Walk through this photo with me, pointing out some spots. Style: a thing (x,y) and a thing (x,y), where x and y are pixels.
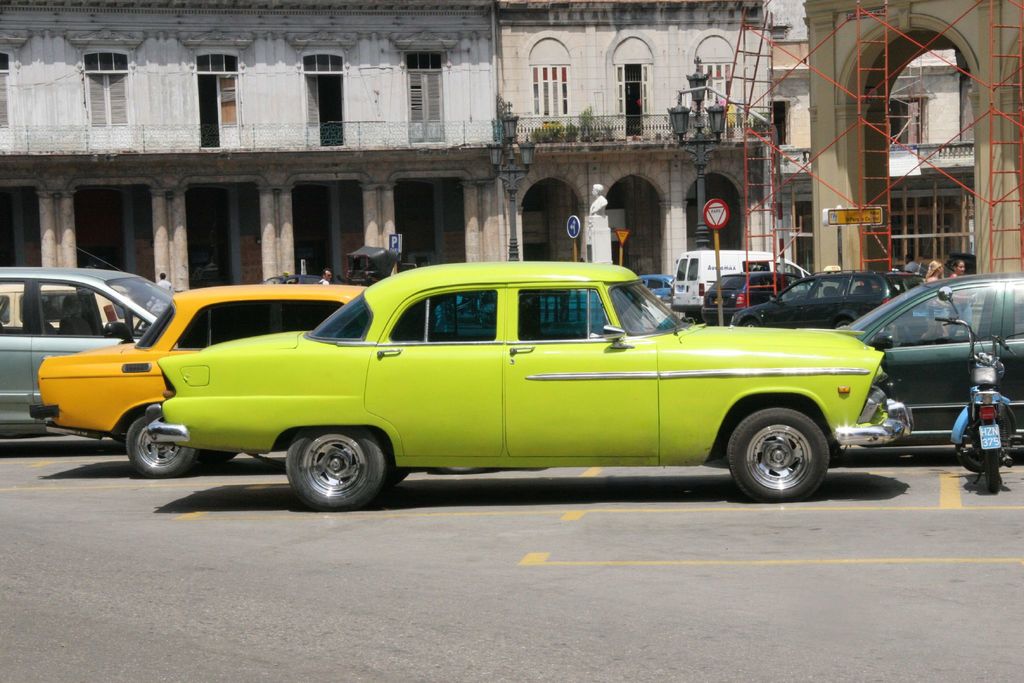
In the picture I can see the green color car (383,443), yellow color car (265,307) and a few more cars (72,343) are parked on the road (391,606). Here I can see a motorbike (982,451) on the right side of the image (998,455), I can see boards (622,234), light poles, people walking on the road (793,532) and the buildings (766,114) in the background (423,195).
